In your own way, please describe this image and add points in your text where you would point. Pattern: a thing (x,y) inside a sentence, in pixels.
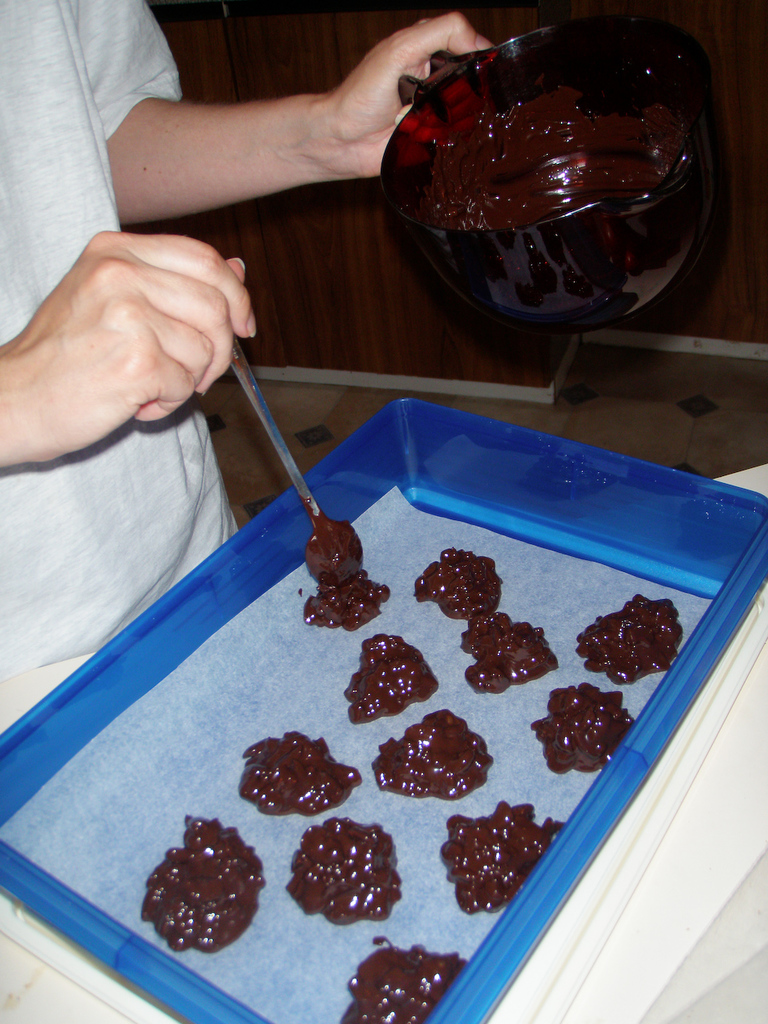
In this picture there is a person (182,334) on the left side of the image (144,320), by holding a spoon (262,419), it seems to be a bowl (679,278) of chocolate (456,208) in his another hand (381,146) and there is a tray (571,503) in front of him, in which he is placing the chocolate (361,573).
